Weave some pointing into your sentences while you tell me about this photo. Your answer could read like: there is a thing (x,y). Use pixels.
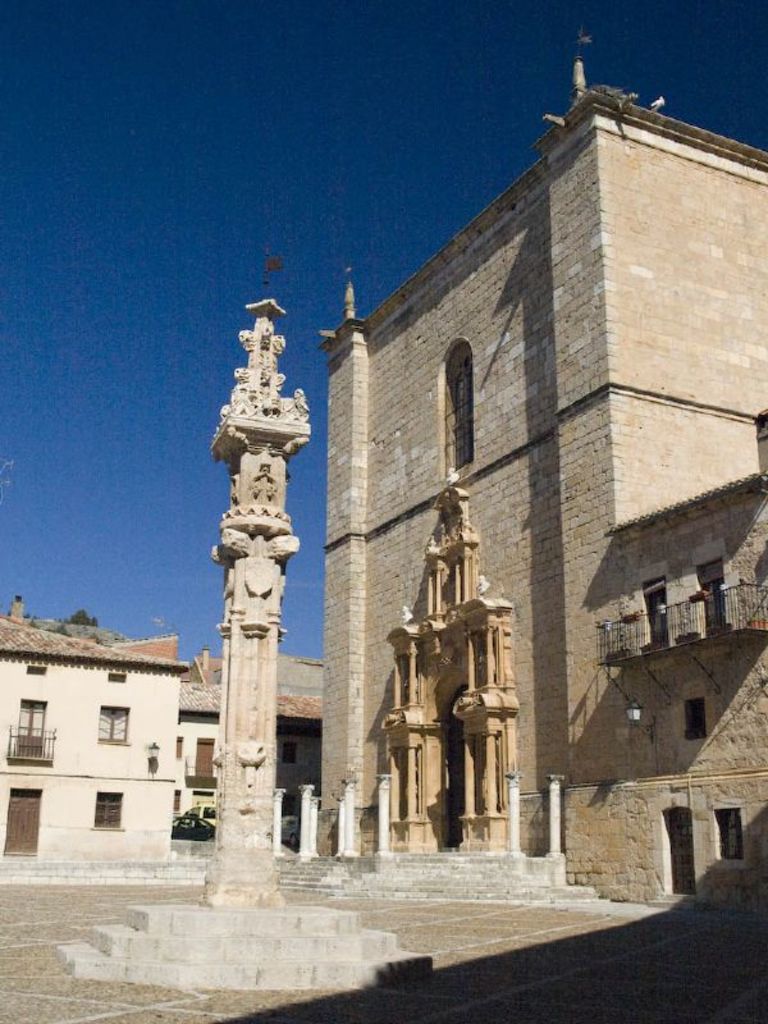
Here in this picture, in the middle (274,528) we can see a pillar (241,381) with some statues (241,381) carved on it present on the ground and beside that we can see building (487,520) and house (19,723) with windows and doors (450,798) and we can see the sky (214,390) is clear.
